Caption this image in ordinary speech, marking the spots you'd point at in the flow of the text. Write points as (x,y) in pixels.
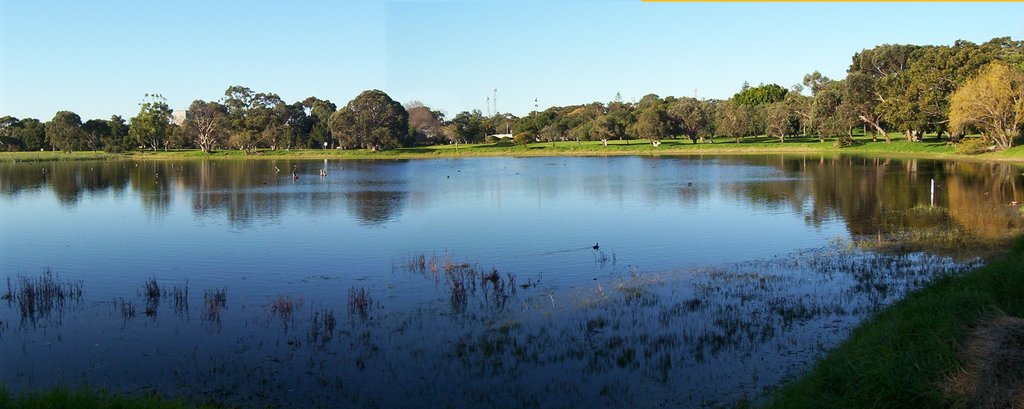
In the image we can see there is water (620,196) and there are lot of trees (875,60). There is clear sky (352,83) on the top (352,83).
